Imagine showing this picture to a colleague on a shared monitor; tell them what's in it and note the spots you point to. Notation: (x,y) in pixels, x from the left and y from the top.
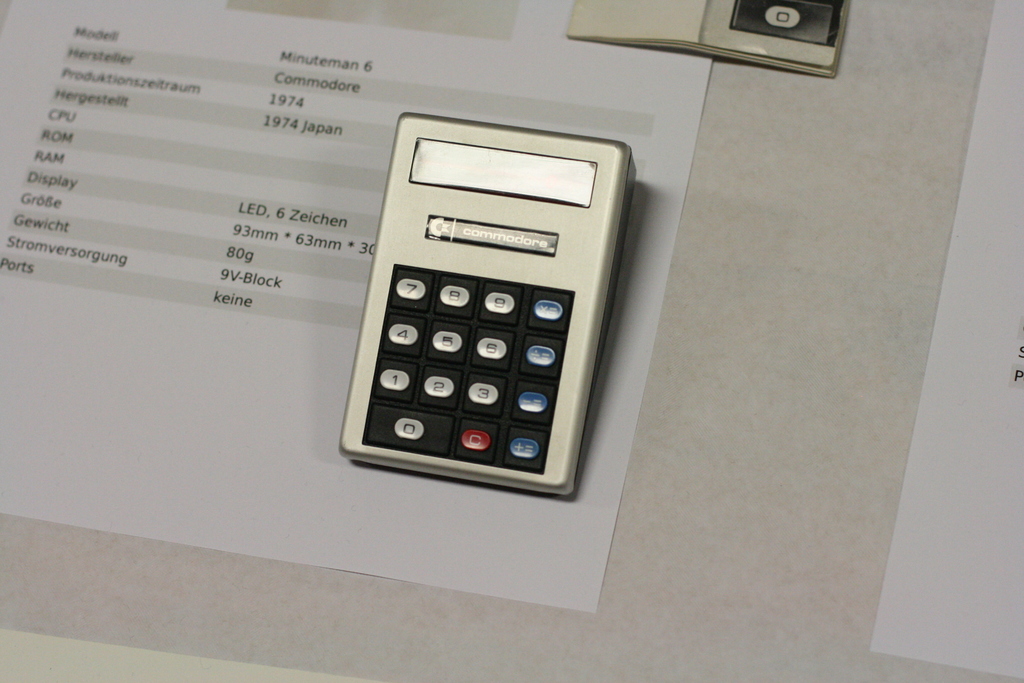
In the center of the image (417,344) there is a calculator (402,283) and papers (406,488) placed on the table (776,433).
